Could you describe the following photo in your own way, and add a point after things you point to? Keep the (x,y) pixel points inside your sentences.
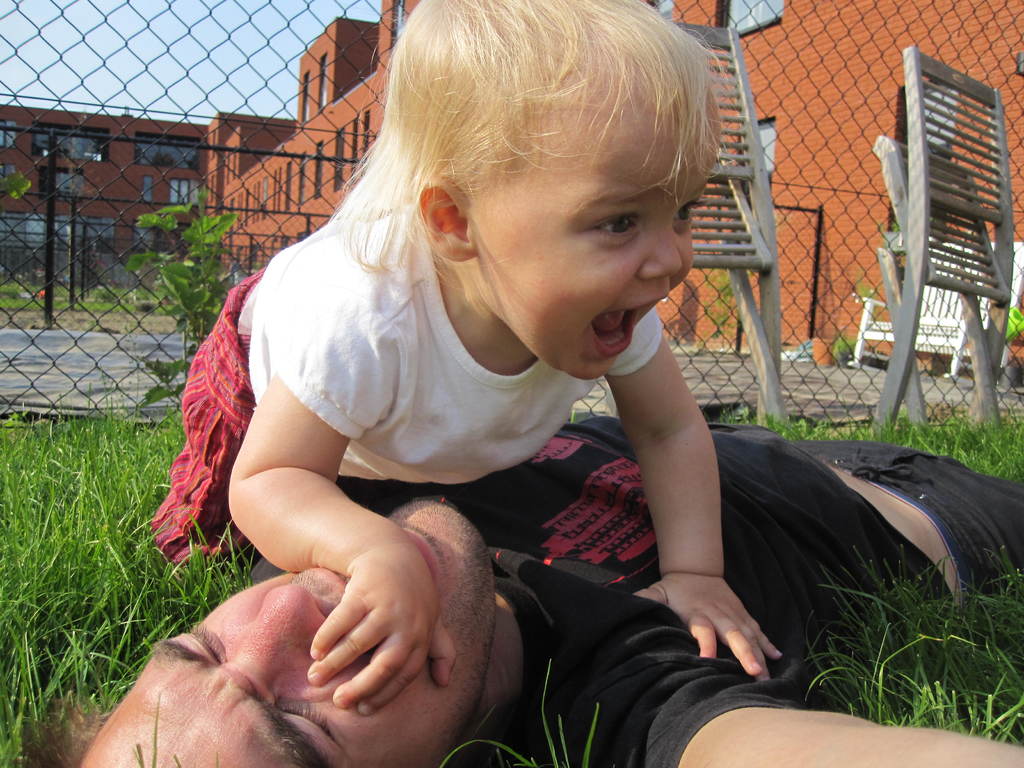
In this image there is a man (884,560) laying, on a grassland (99,588) on above him there is a girl (336,349), in the background (899,279) there are two chairs (891,256) fencing (110,184) buildings (180,127) and the sky (96,66).
